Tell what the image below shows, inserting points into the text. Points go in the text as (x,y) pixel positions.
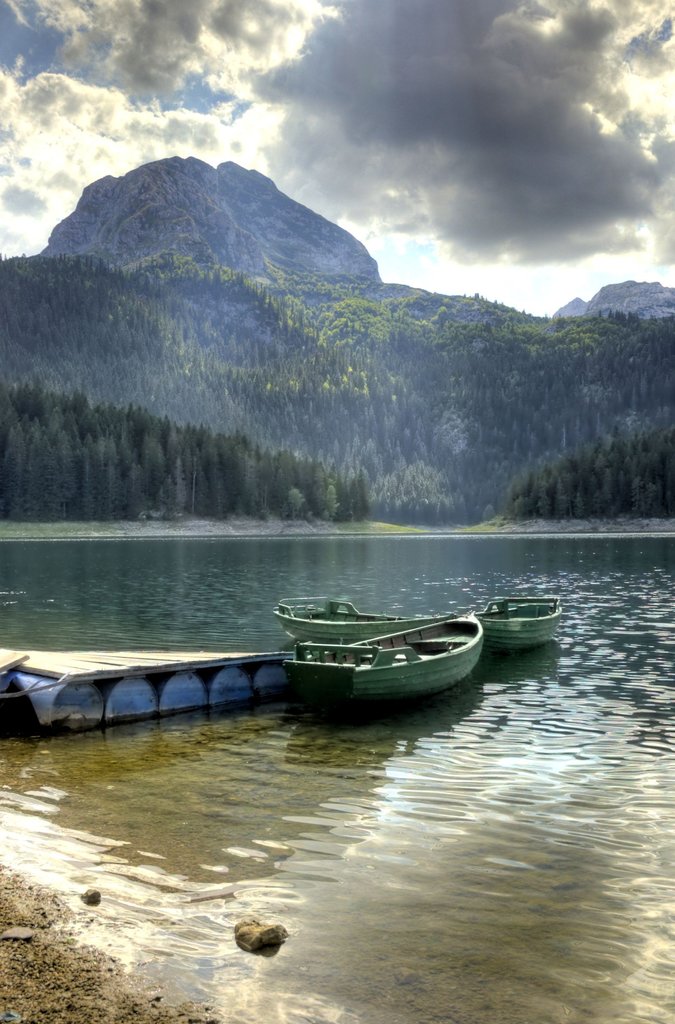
In this picture we can see boats (441,617) on water (86,579), trees (267,476), mountains (328,294) and in the background (437,274) we can see the sky (391,98) with clouds (419,164).
